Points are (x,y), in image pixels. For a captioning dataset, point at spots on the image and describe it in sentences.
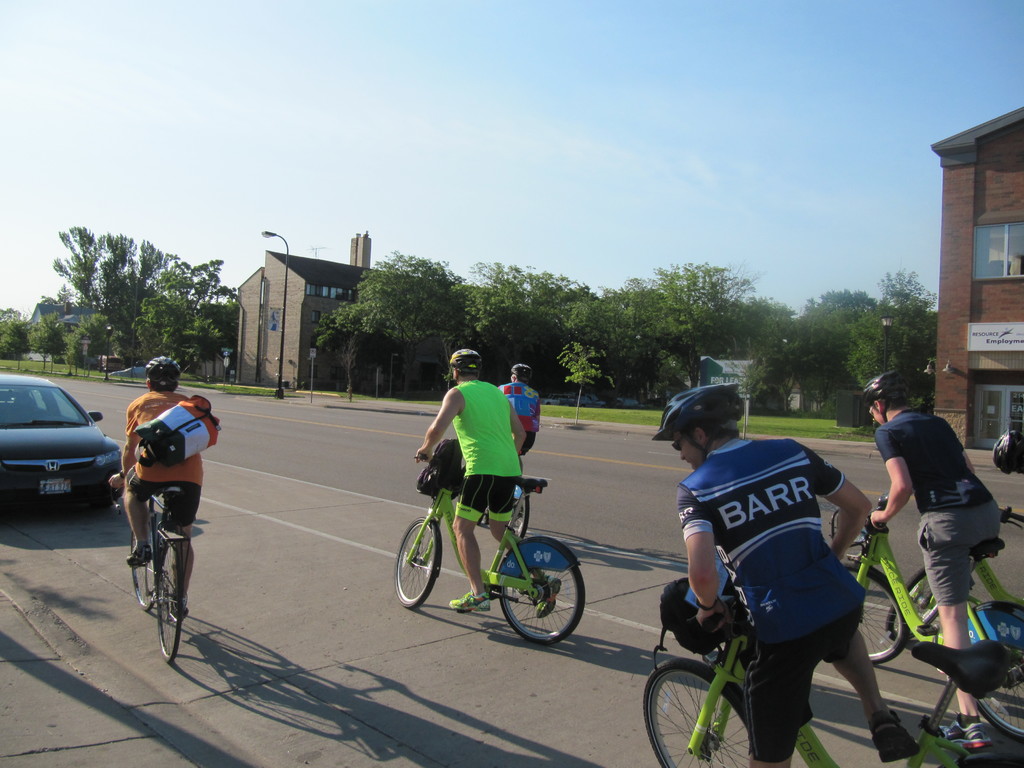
This is a road (289,482). And car (45,467) is on the road (37,512). Many riders (722,521) are riding the cycle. A person (186,473) wearing orange shirt (178,465) is having a bag (173,424) and helmet (158,380). On the side of the road (316,415) there are trees (672,338), buildings (973,278) and above sky (404,129) is there.
